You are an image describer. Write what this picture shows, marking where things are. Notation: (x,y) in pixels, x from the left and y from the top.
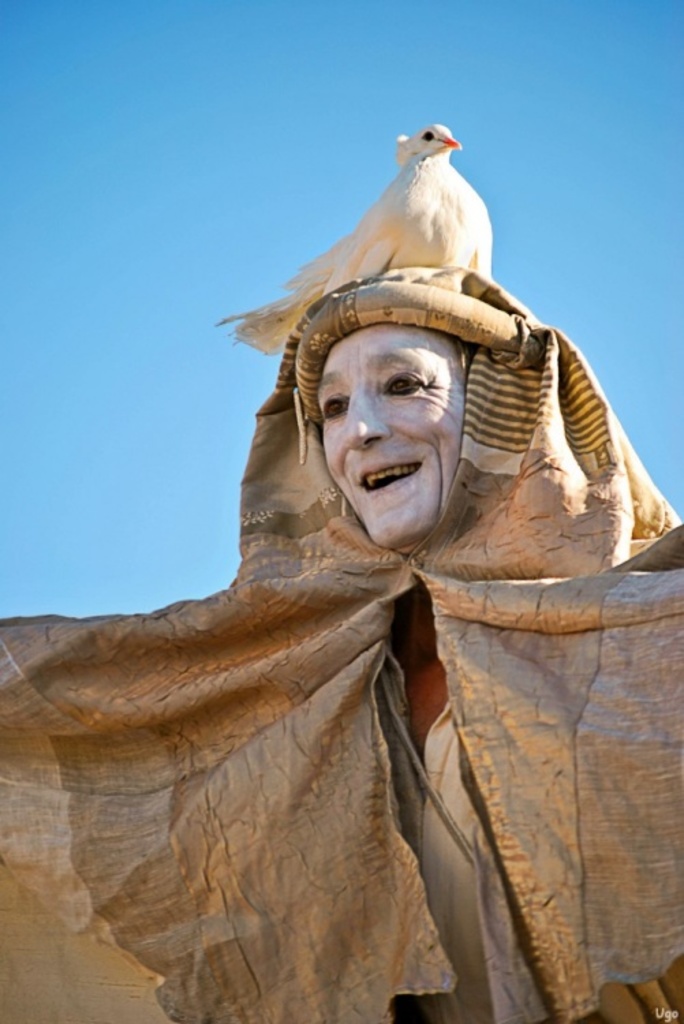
In this image I can see a person (311,714) standing wearing cream color dress (300,612). I can see a bird (321,291) on the person (300,473) and the bird (450,192) is in white color, at top (262,129) sky (262,129) is in blue color.
